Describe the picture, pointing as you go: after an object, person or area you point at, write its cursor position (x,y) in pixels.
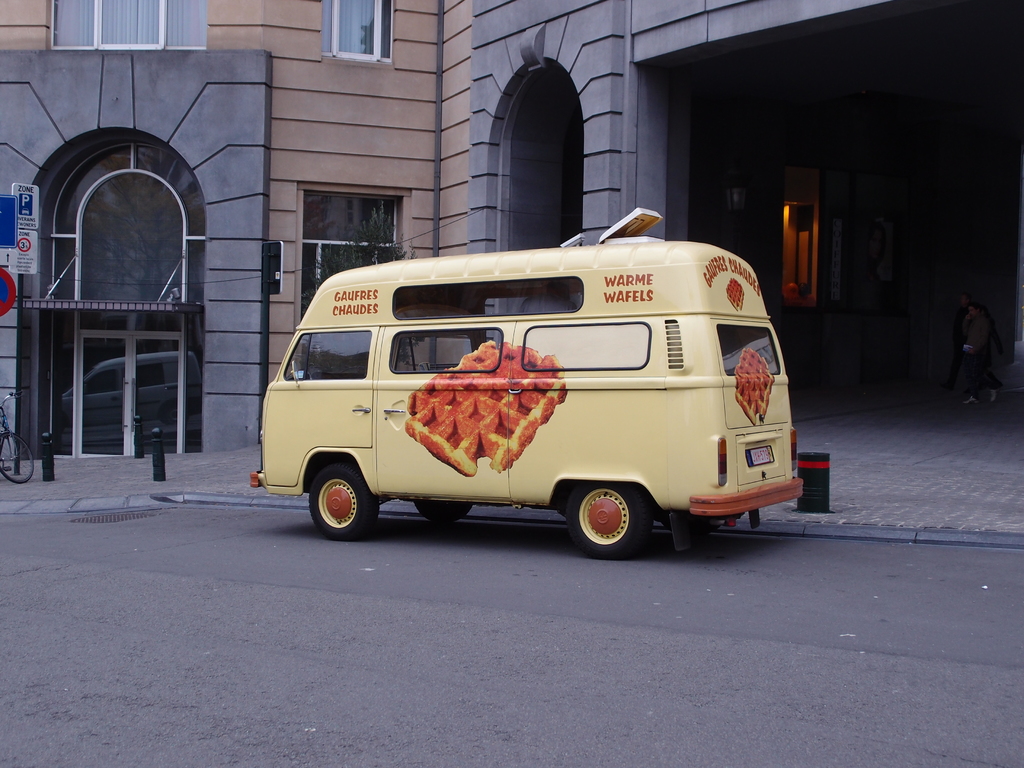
In this picture I can see a van (473,430) on the road (460,549) and I can see building (415,45) and couple of boards (24,254) with some text (20,190) and I can see bicycle (3,460) on the sidewalk (59,485).
